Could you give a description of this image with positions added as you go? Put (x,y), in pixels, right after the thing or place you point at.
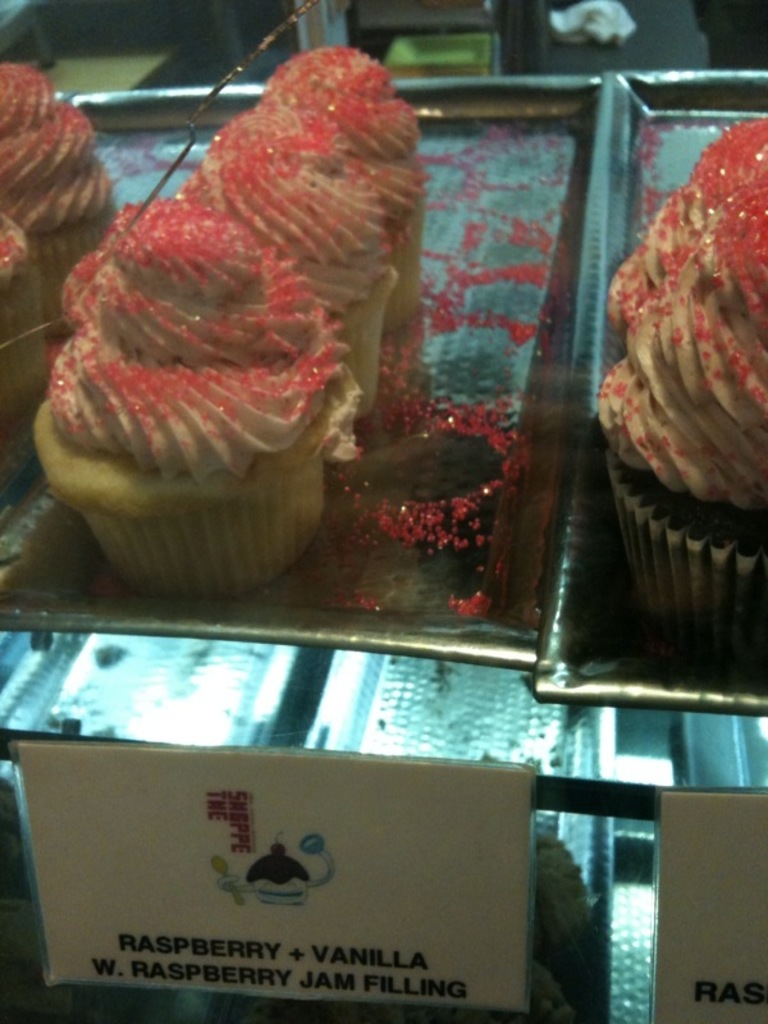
In this picture I can observe some cupcakes (212,228) placed in the tray (479,293). These cakes (223,485) are in pink and cream colors. On the bottom of the picture (239,836) I can observe name boards (261,826). There is some text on the boards (198,947).
